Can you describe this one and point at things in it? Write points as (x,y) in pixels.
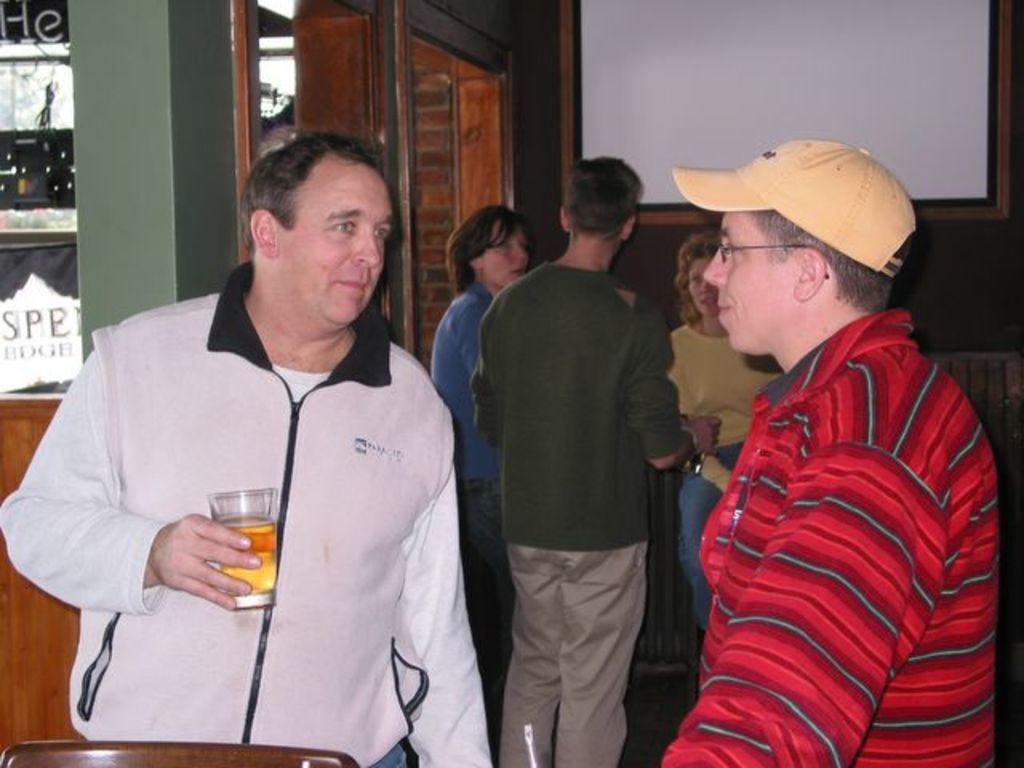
In the foreground of the image (884,266), there are two person (760,643) standing. One is holding a glass (265,555) in his hand (228,549). In the background (555,491), there are three persons (625,412) standing and talking. In the right top (981,164), a photo frame (793,109) is there. And the walls (439,67) are of bricks (426,160). In the left (138,226), pillar (144,237) is visible which is green in color. This image is taken inside a hotel (328,107).
